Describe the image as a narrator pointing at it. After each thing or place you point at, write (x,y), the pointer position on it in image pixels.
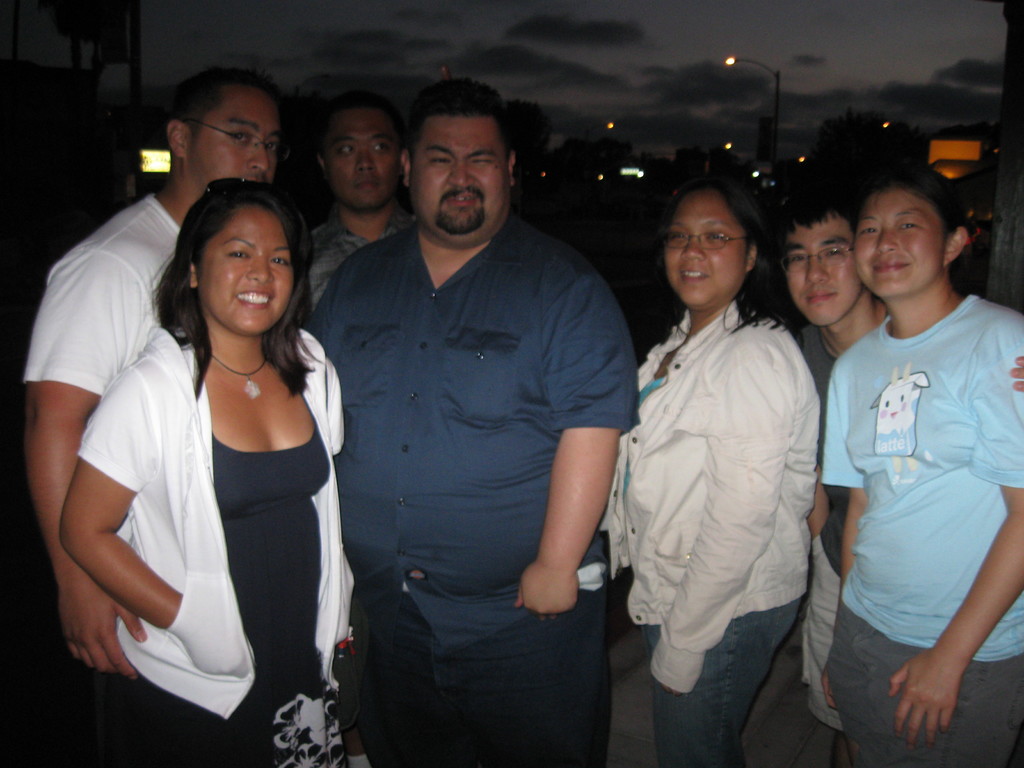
In this image we can see few persons (291,359) are standing. In the background (66,241) the image is dark but we can see trees (292,91), street lights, objects (138,85) and clouds (404,62) in the sky (941,45).
